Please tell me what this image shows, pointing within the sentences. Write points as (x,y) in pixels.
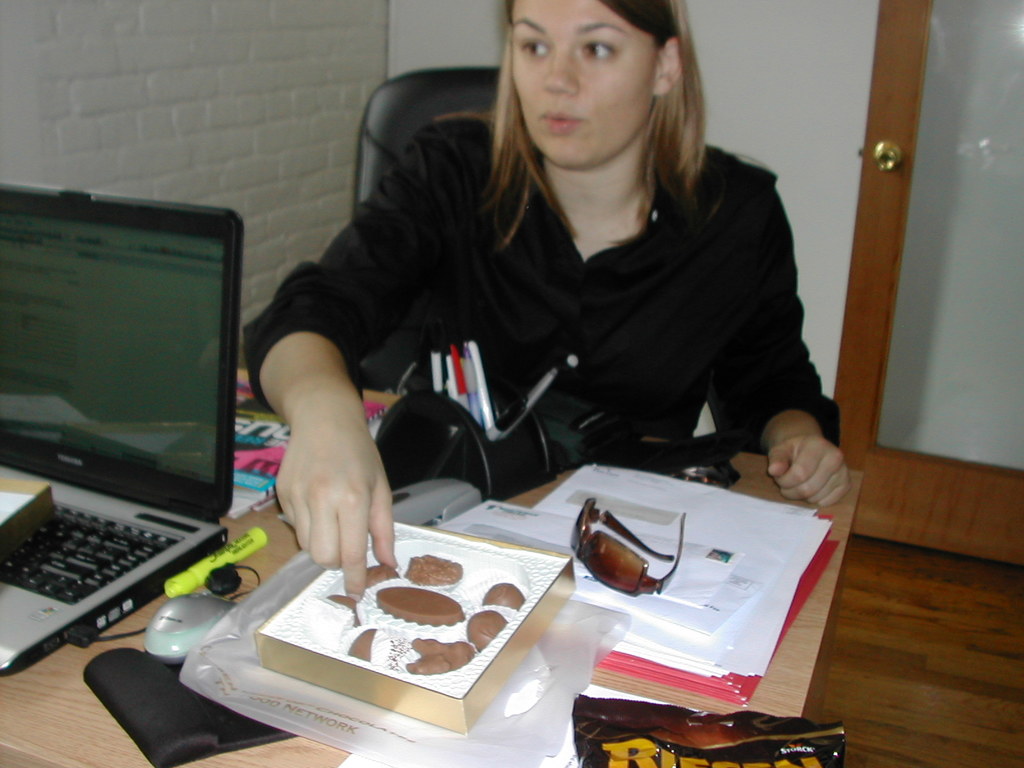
In this image i can see a woman (546,254) sitting on a chair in front of a table (229,610). On the table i can see chocolate box (410,573), a laptop (29,581), a pen (179,589), a mouse (169,628), sun glasses (627,589) and few books (258,483). In the background (977,175) i can see a wall (248,95) and a door (930,161).
